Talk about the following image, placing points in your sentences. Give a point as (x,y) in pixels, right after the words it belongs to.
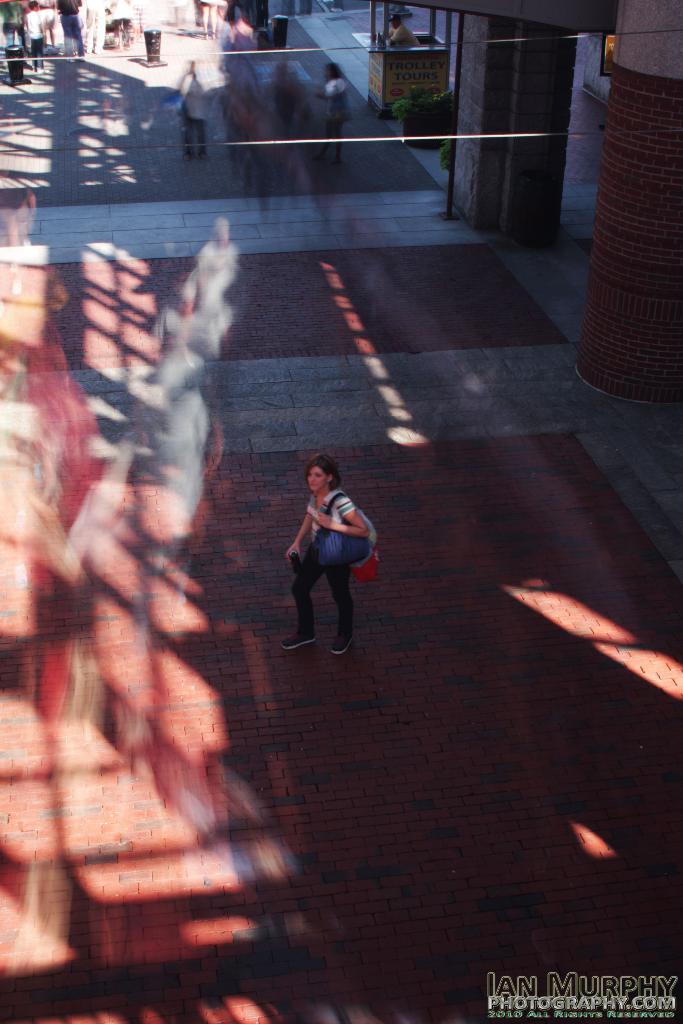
In this image I can see a person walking wearing white shirt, black color pant (325,572) and blue color bag (332,549). Background I can see few other persons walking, a plant (447,164) in green color.
